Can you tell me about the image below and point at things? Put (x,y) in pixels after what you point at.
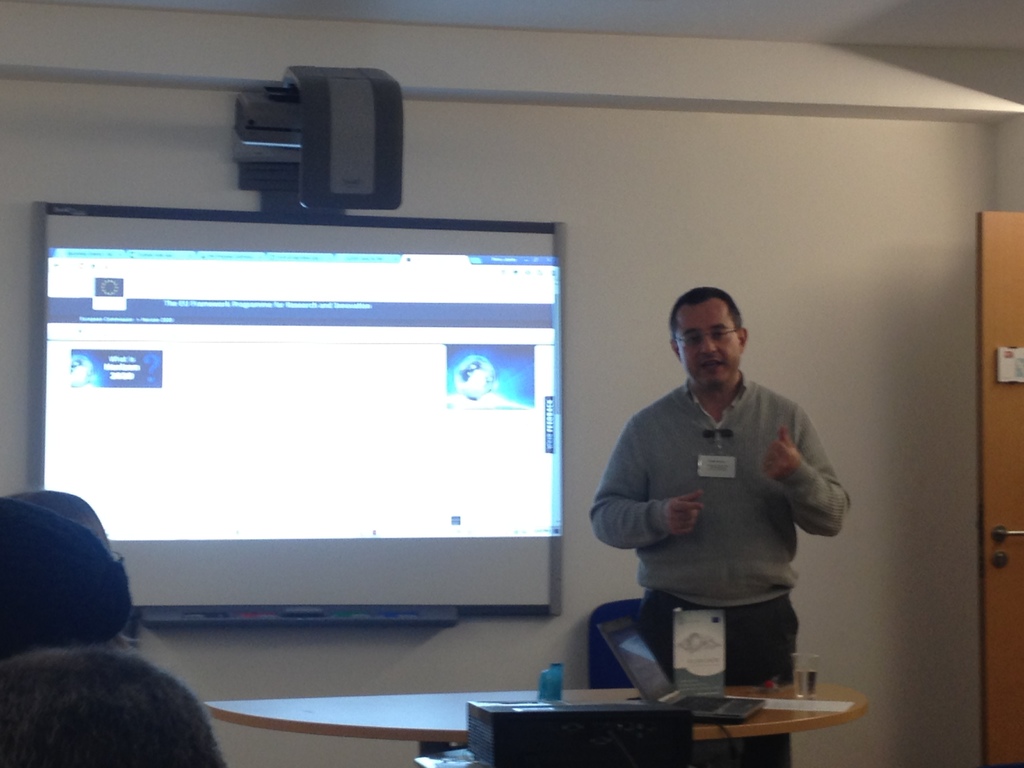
It is a classroom (680,653) there is a table (587,699) and a projector (602,706), in front of the table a man (648,523) is standing and teaching, behind him there is a presentation (236,438) being displayed, above that there is some gadget (395,99), in the background (857,182) there is a cream color wall (922,240).
